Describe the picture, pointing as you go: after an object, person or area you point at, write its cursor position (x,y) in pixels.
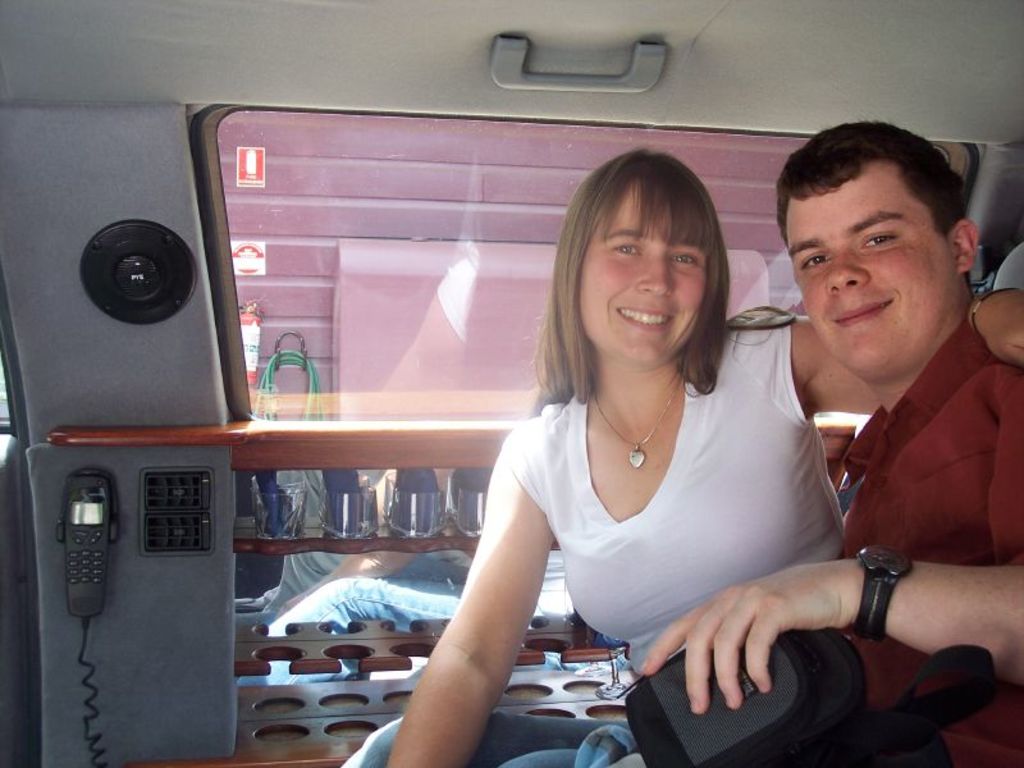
In this picture we can see there are two people (664,574) sitting and smiling. Behind the people (568,518) there is a telephone (105,540), speaker (148,276), glass window (353,333) and a handle (589,79).
